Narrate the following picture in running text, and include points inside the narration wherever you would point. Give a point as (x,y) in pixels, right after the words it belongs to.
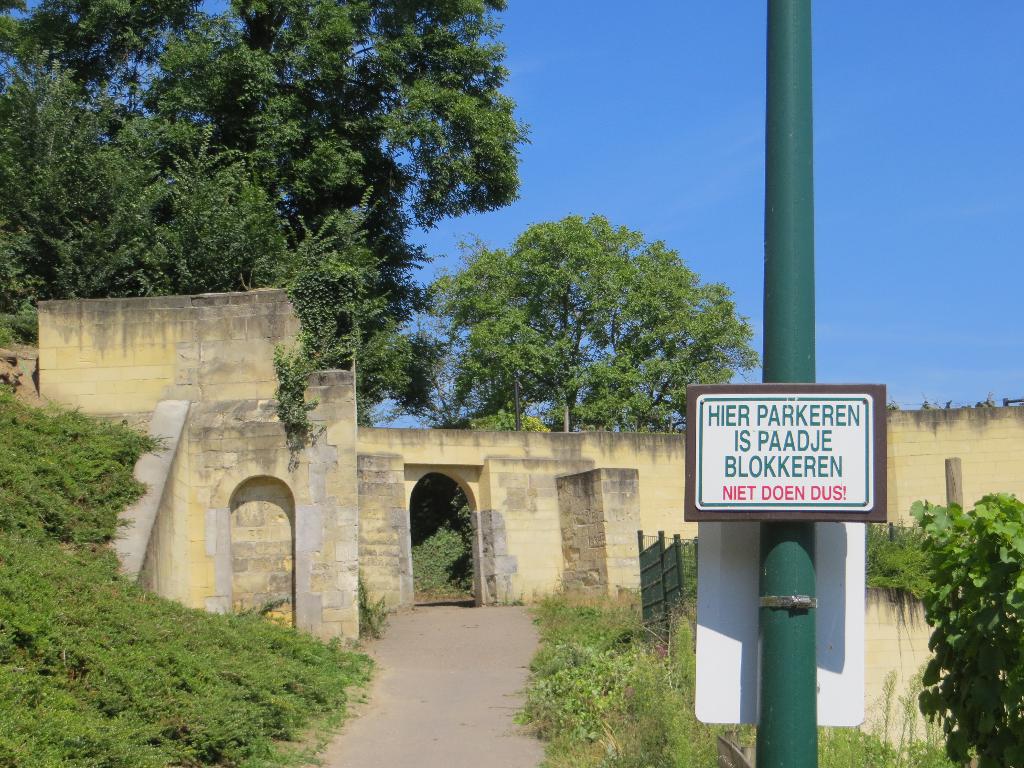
In this image we can see a wall (956,448), a pole (780,188) with words (745,494), there are few plants (600,717), trees (528,328) and the sky (662,133) in the background (952,154).
